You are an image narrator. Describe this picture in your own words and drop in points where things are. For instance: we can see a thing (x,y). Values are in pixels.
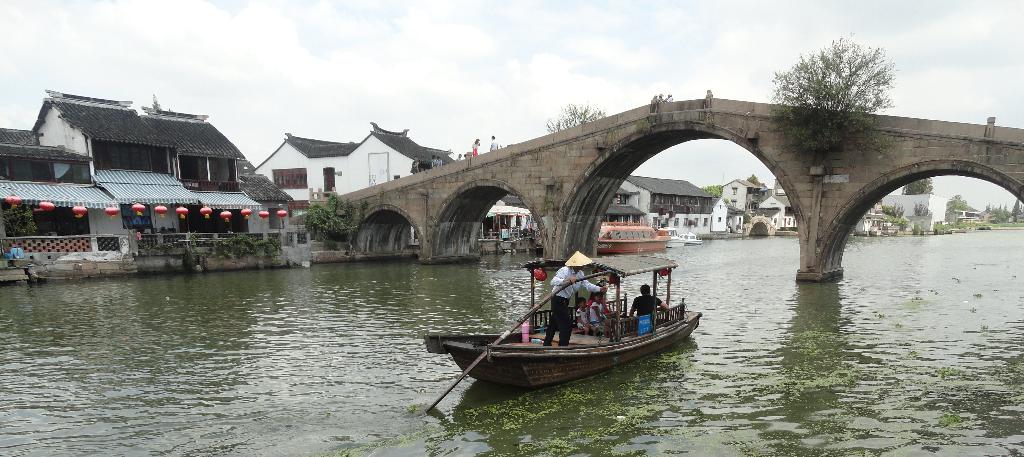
In this image there are some persons (554,330) sitting on the boat (573,341) as we can see on the bottom of this image (593,320) and there is a lake (400,331) on the bottom of this image (443,319), and there is a bridge (540,178) in middle of this image (476,182) and there are some buildings (304,175) in the background (495,212). There are some persons (414,168) standing on the bridge (440,179) as we can see in middle of this image (429,161) and there is a sky (448,21) at top of this image (451,37).
